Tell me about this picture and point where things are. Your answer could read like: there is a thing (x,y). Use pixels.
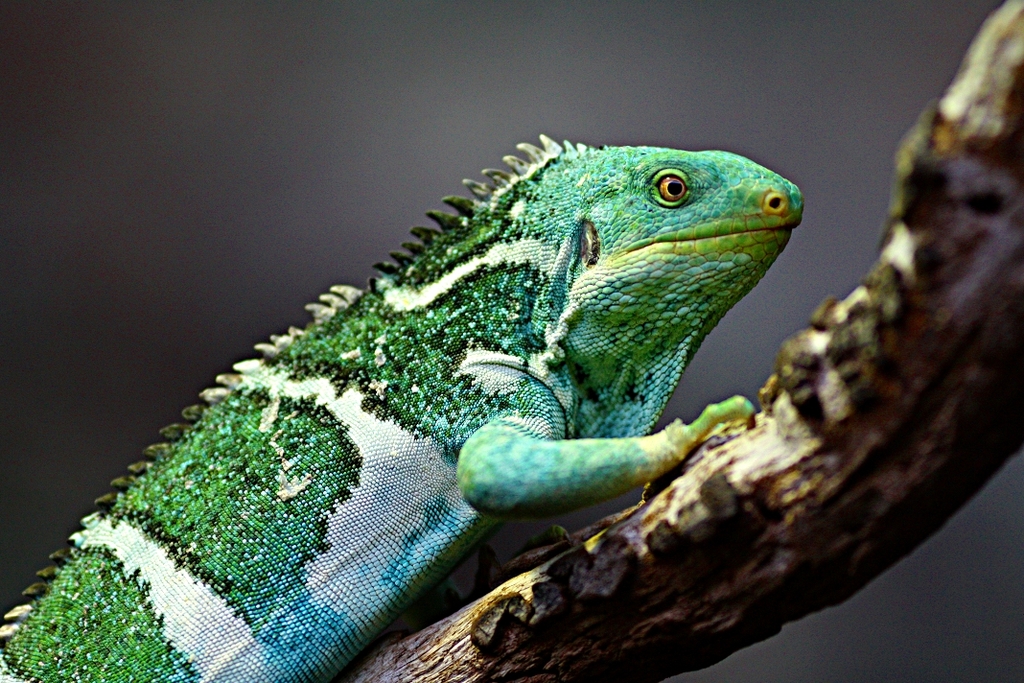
In this picture we can see a reptile (490,244) and blurry background (335,50).
